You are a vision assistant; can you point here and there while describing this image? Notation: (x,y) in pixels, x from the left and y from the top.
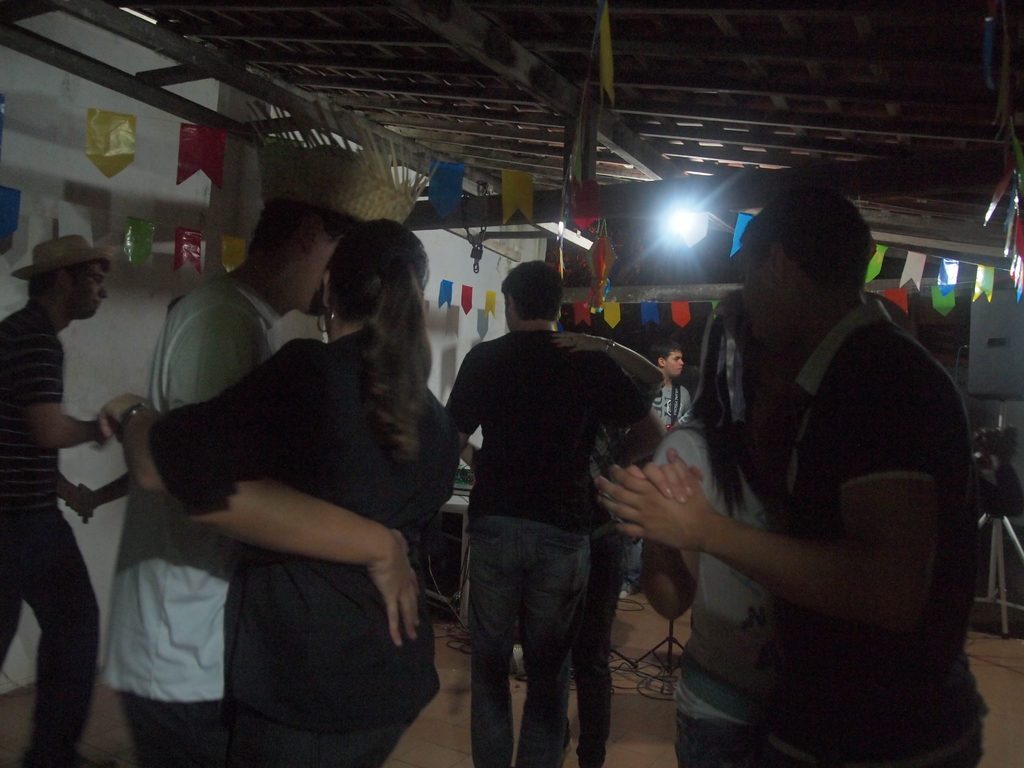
Here we can see few persons (800,578) on the floor (431,741). In the background (46,128) we can see wall (250,226), flags (204,149), and a light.
